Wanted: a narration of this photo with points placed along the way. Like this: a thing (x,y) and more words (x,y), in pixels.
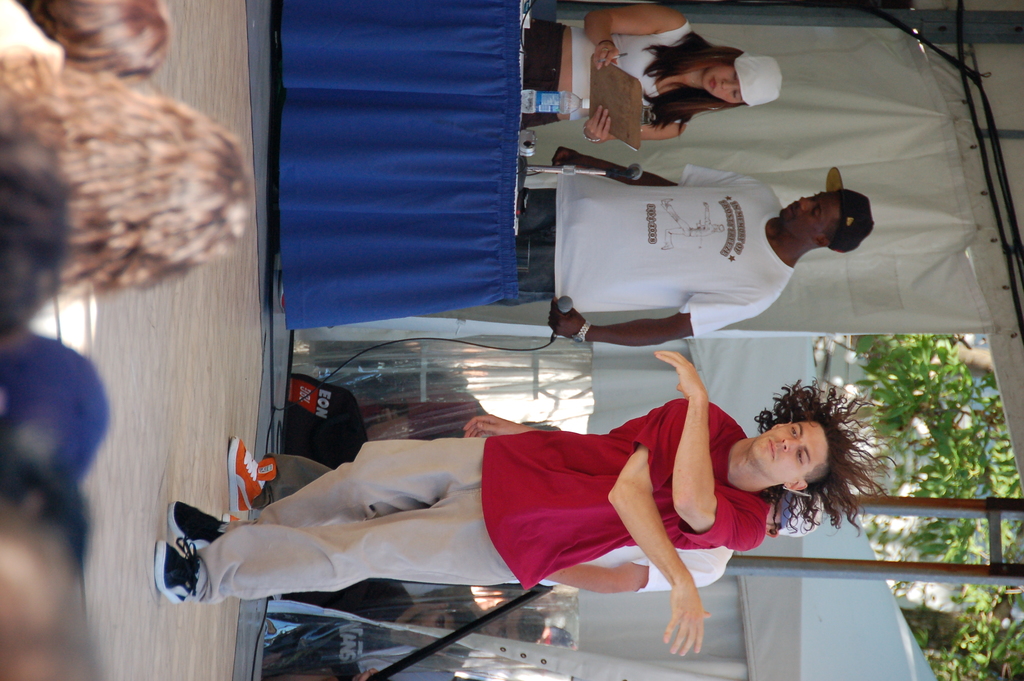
In this image we can see people (387,537) standing on the dais (222,613). On the dais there is a table (498,132) and on the table (490,239) there are mics (523,170) and disposable bottle (526,110). In the background (812,112) there are trees (909,441), shed (861,136) and people (70,138) sitting on the chairs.
